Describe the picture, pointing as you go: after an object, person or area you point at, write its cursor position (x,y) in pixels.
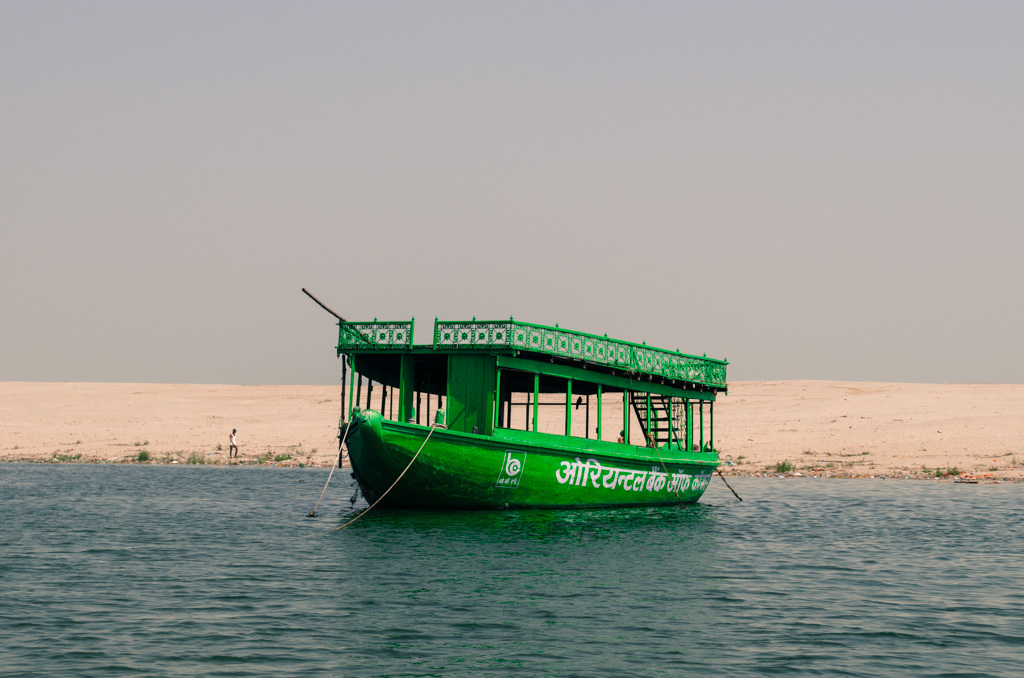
In this picture we can see a green color boat (505,480) here, at the bottom (608,621) there is water (614,588), we can see the sky (599,192) at the top of the picture (591,186).
